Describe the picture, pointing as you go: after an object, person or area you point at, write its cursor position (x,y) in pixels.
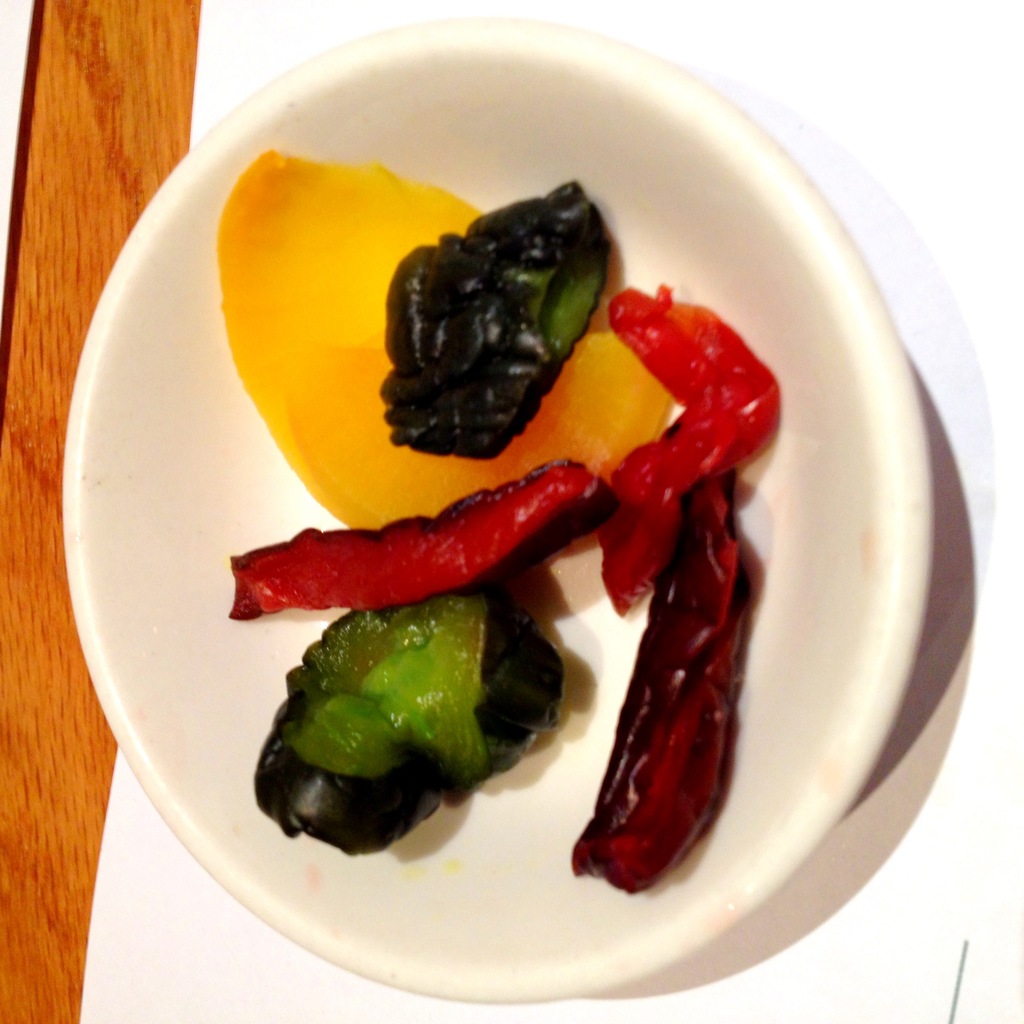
In this image there is a white bowl (151,785) in which there is some food (485,493). The bowl (196,456) is kept on the table (59,688). On the table (59,735) there is white paper (133,902).
